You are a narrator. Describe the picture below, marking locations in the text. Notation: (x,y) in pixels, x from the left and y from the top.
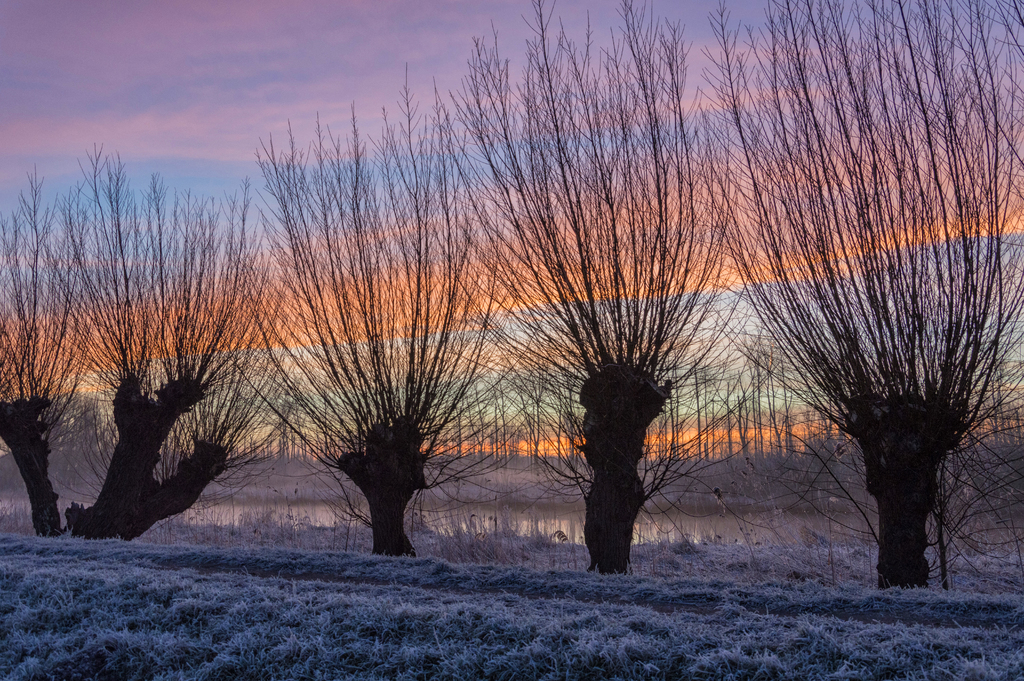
There is grass (518,573) covered with snow (786,653). In the back (201,431) there are trees (355,451). In the background (309,101) there is sky (210,70).
